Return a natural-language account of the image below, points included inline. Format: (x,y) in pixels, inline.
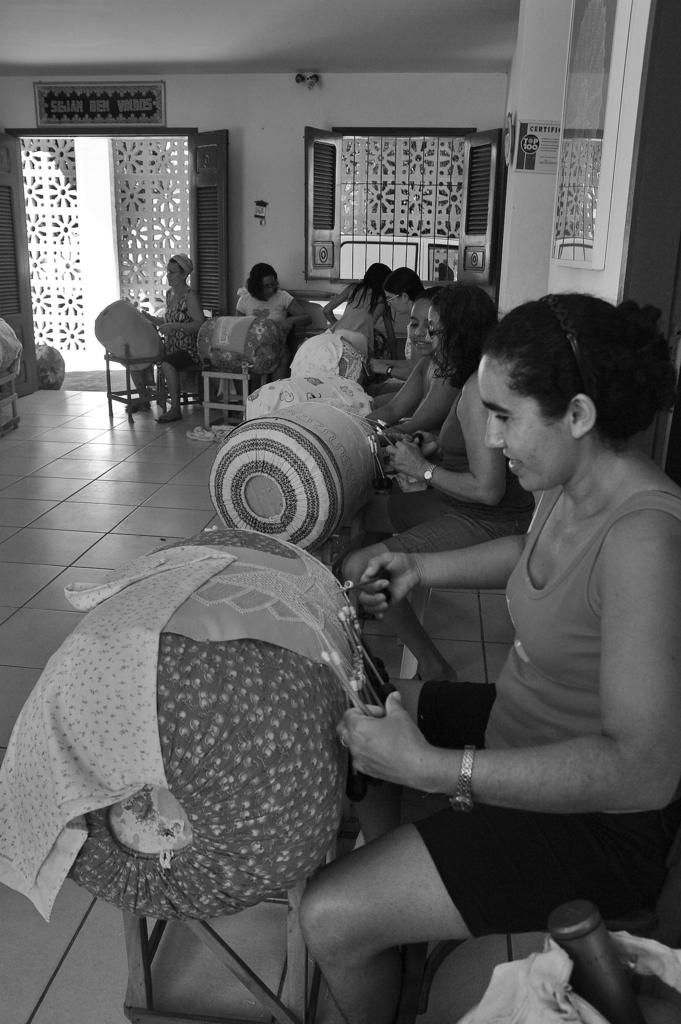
The picture is from a room (77,892). In the picture there are many women (394,392) weaving the cloth (312,423). In the foreground of the picture (504,792) there is a woman (514,833) sitting on stool (467,936) and stitching something. In the background (243,257) on the wall (267,150) there is a window (345,161) and a door (4,237).
